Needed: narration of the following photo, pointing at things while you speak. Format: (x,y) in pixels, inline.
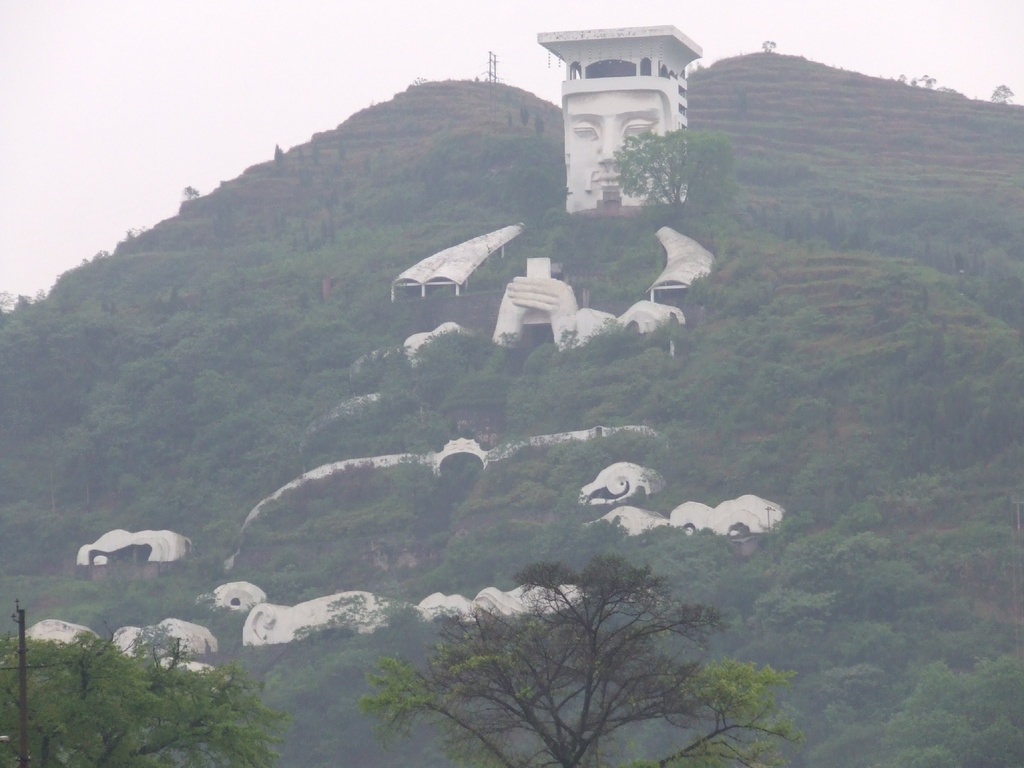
In the foreground of this image (557,706), there are trees (75,706) and a pole (21,668). In the middle (455,453), there are shelters (115,534) in a sculpture like structure (626,135) and also trees (229,336) on the slope ground (312,253). At the top (196,52), there is the sky (145,47).
